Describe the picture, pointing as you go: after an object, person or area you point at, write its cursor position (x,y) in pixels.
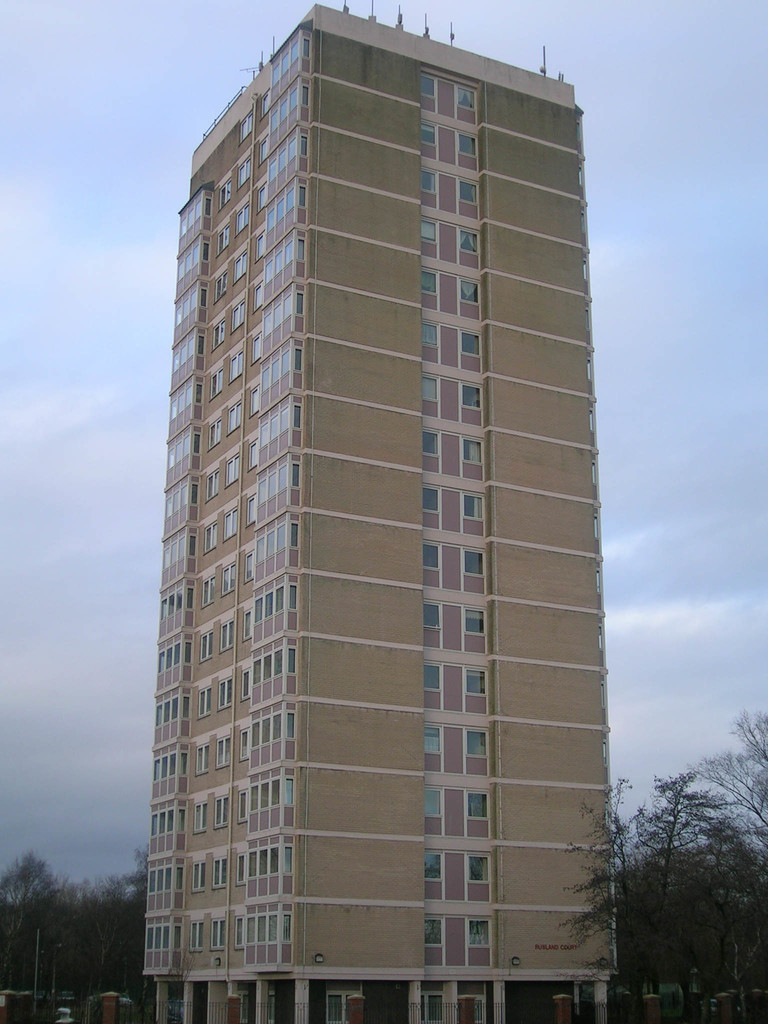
In this picture I can see building (231,421), trees (635,895) and a cloudy sky (131,444).
